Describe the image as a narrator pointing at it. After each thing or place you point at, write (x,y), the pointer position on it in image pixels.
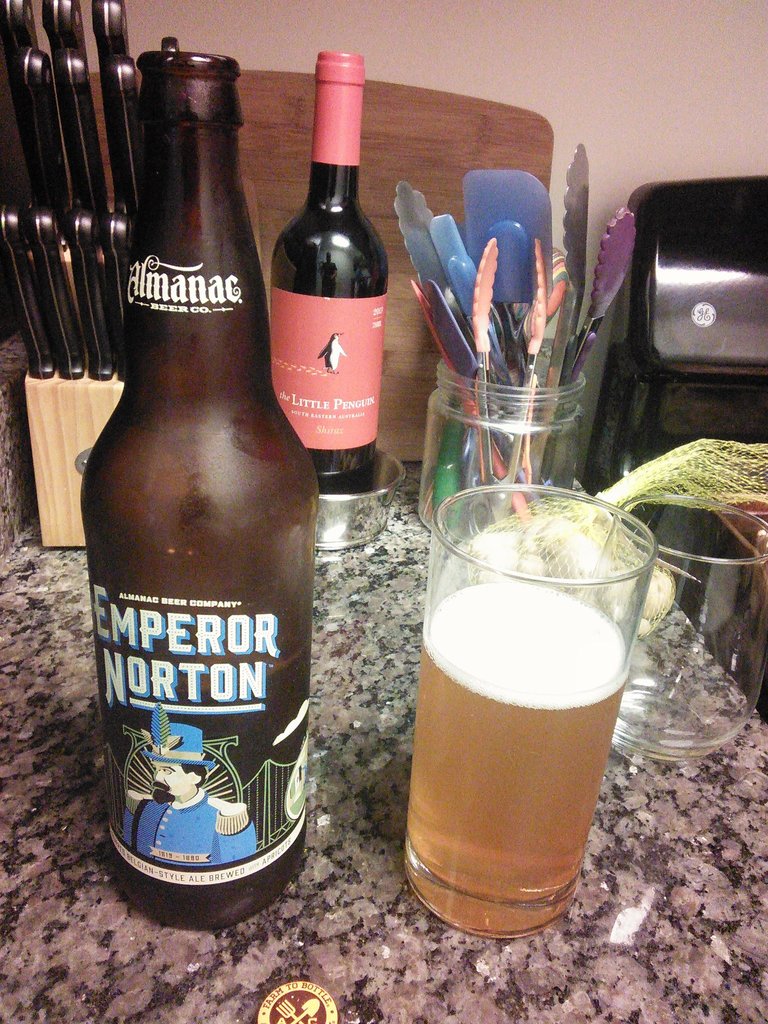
In this image there are two bottles (117,884) a glass (528,930) having drink (446,757) in it and a knife stand (18,3) at the left side of image (7,10) and a jar (576,373) having some kitchen tools (524,291) in it on a marble stone (616,1003).
